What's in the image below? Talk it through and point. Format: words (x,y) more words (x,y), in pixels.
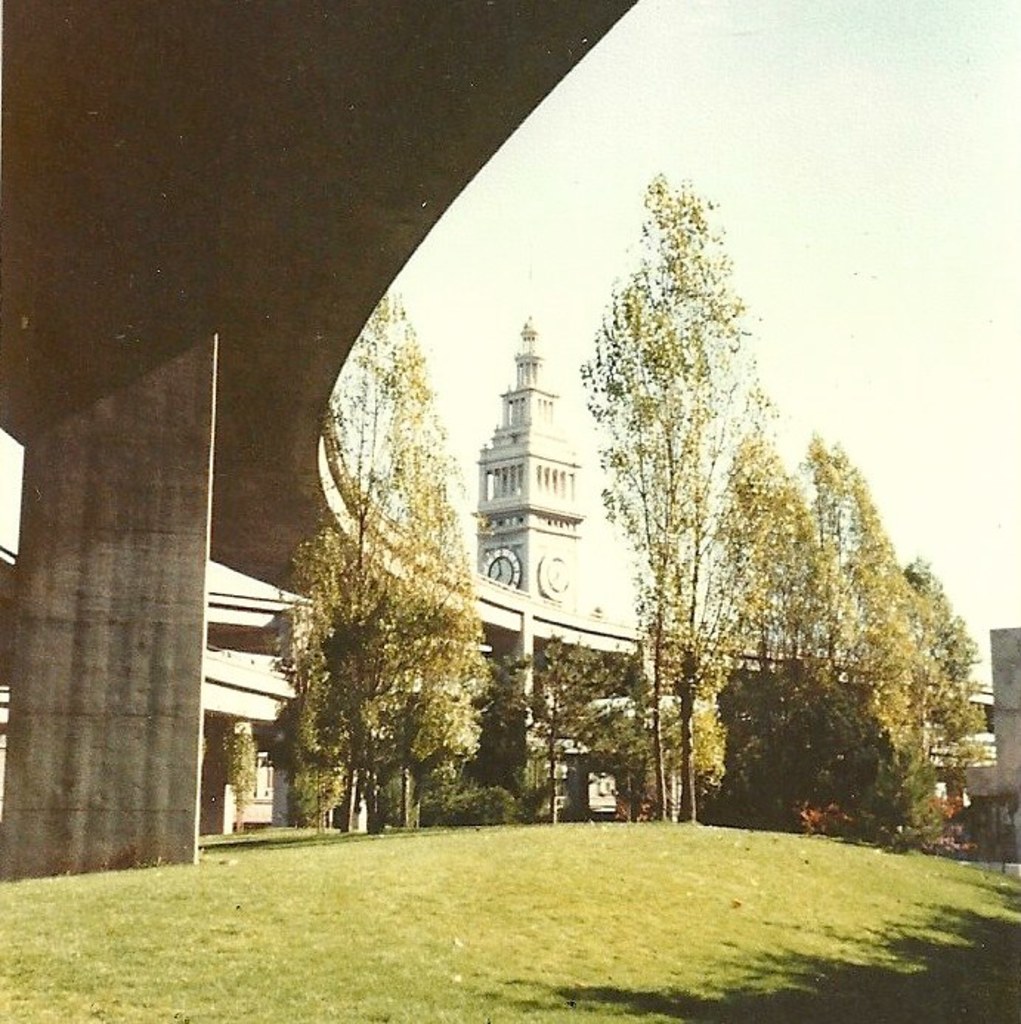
In this picture there is a greenery ground (450,946) and there is a bridge (159,286) above it and there are trees (579,686) and a clock tower (569,529) in the background (540,499).
